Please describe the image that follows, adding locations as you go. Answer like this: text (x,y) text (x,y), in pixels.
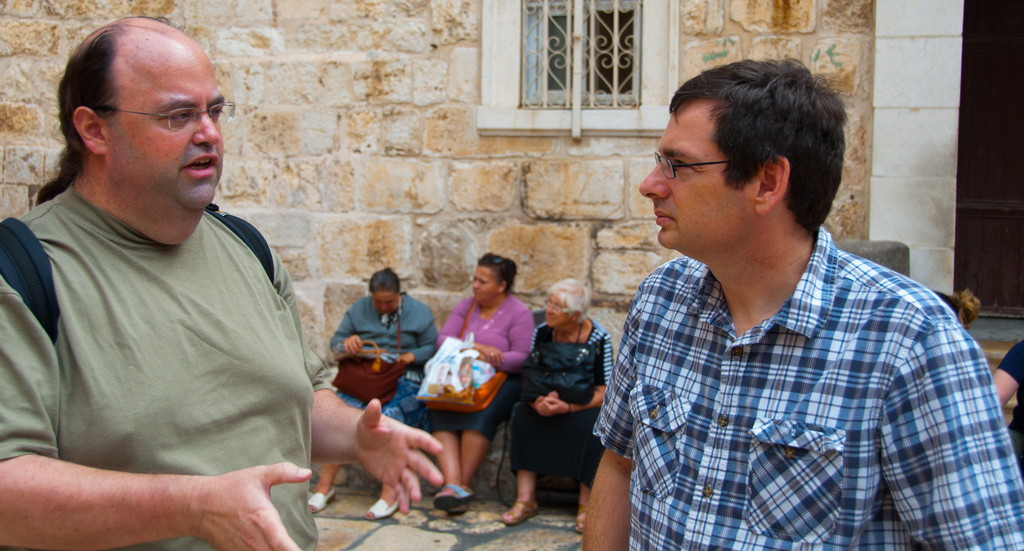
In this image I can see people (859,494) where few are sitting and few are standing. I can also see few bags (358,370), a building (470,234), window (604,56) and here I can see two of them are wearing specs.
